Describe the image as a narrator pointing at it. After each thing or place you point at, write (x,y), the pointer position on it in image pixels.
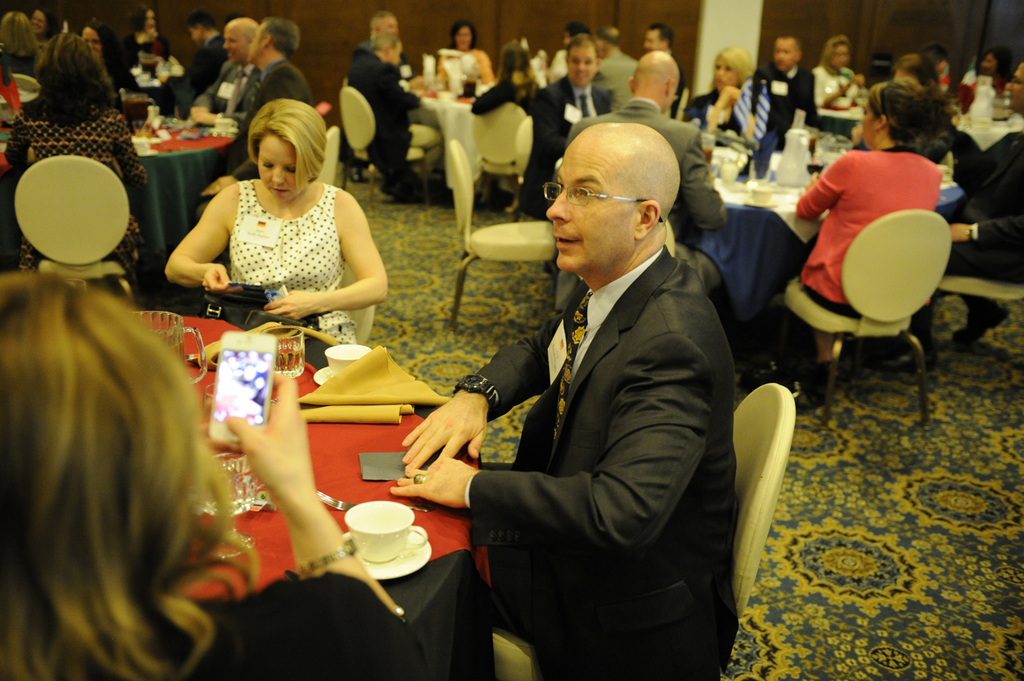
There is a group of people (636,279). They are sitting on a chair (492,233). There is a table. There is a cup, saucer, cloth (381,371), mobile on a table (196,348). On the left side (265,440) we have a woman (185,494). She is holding a mobile (231,376).
